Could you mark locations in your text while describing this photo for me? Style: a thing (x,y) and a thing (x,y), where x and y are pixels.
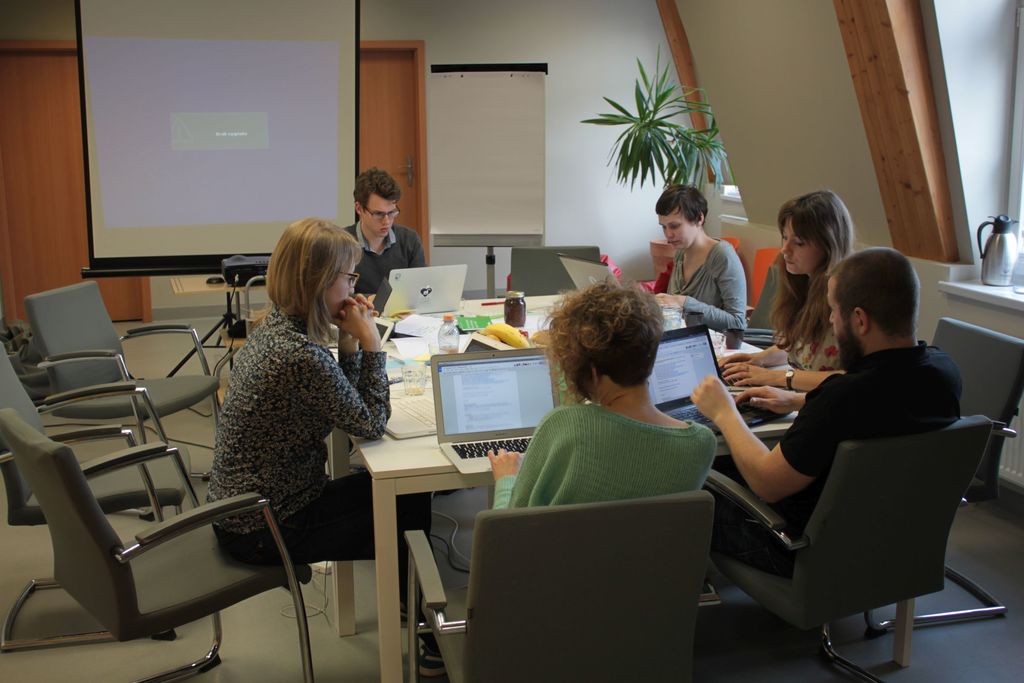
In this image we can see there are six persons (772,539) sitting on a chair (236,502) and they are working on a laptop (689,343). In the background (263,138) we can see a screen (250,147) and a door (377,128).
